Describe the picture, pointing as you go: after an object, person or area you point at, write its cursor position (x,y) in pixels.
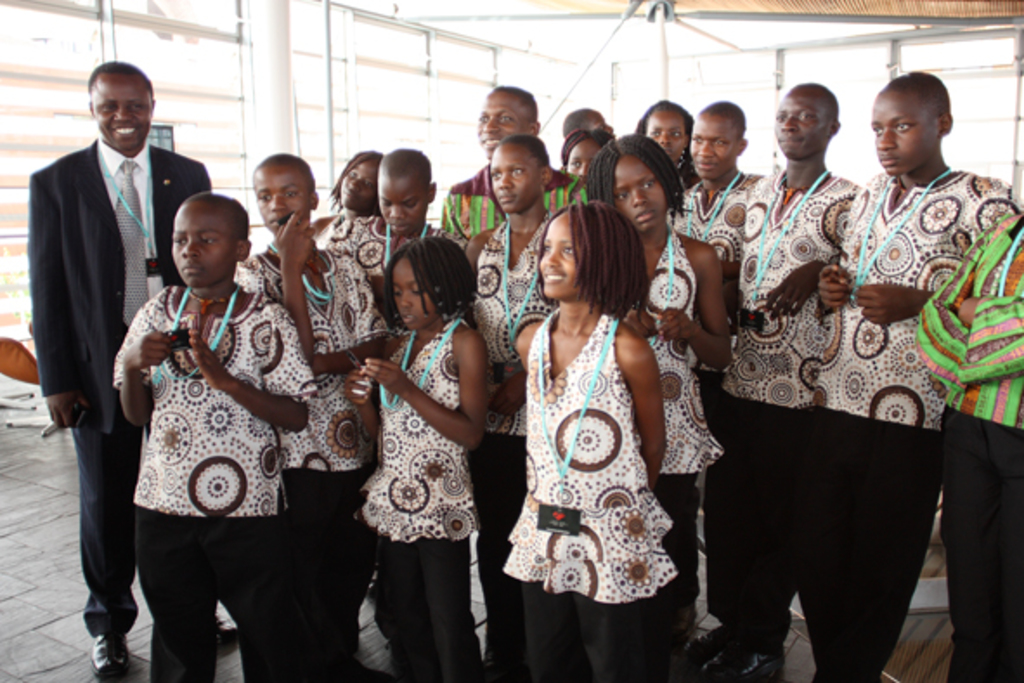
In the image in the center (574,250), we can see a few people (463,254) are standing. And few people (142,187) are smiling, which we can see on their faces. In the background (308,144) there is a wall (673,86), roof (621,0) and a few other objects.
